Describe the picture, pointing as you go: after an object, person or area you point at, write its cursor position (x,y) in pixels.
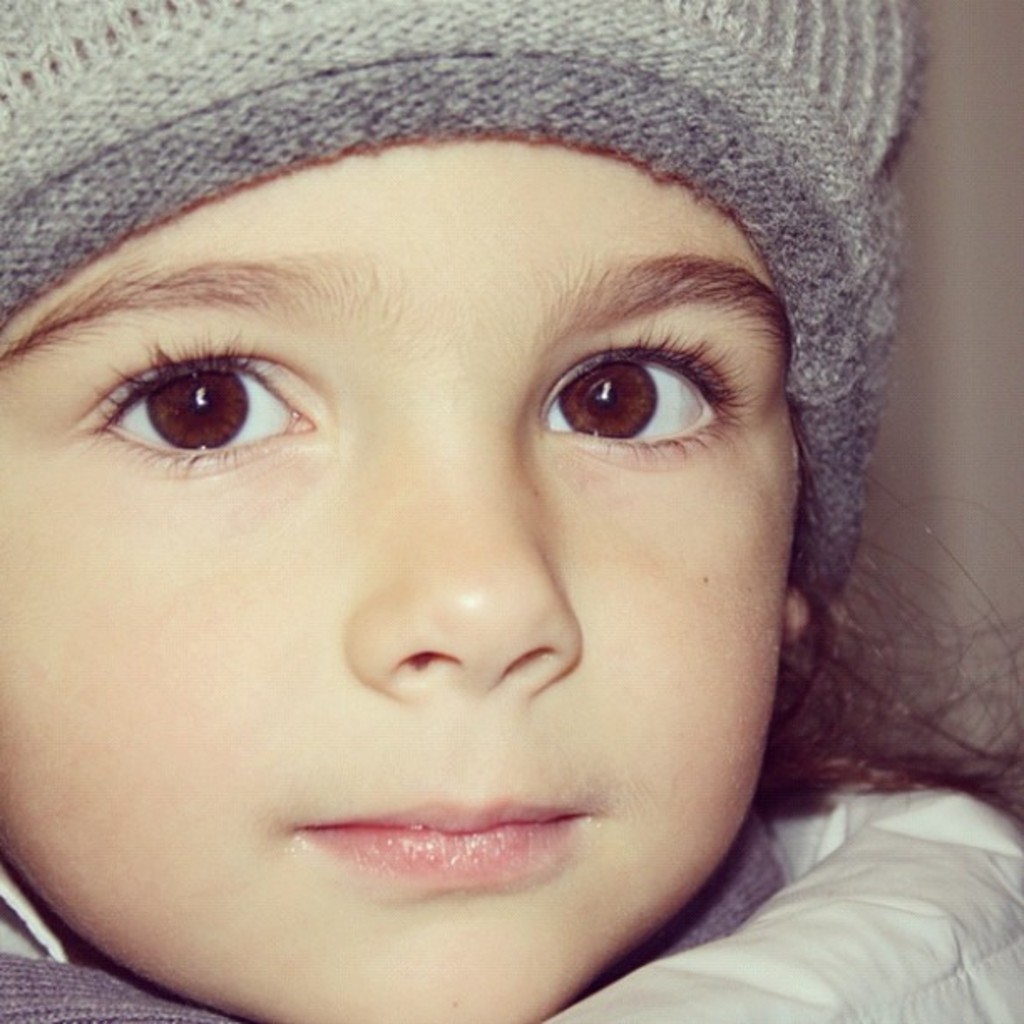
In this picture I can observe a girl (546,364). She is wearing a cap (455,93) on her head (849,648).
